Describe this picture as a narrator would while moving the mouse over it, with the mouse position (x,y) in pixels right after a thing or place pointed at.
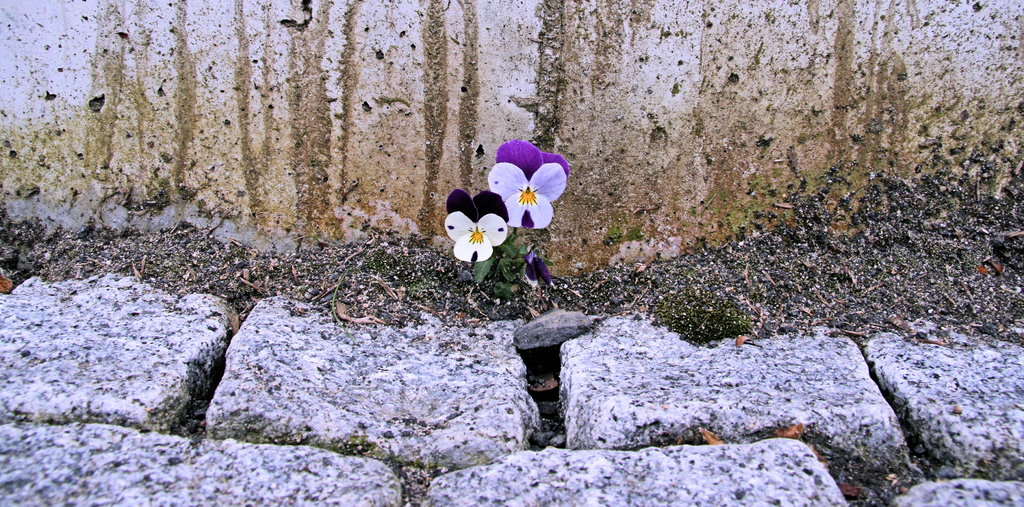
This picture shows couple of flowers (496,219) on the ground (643,303). Flowers (511,190) are white and violet in color and we see stones (343,496) and a wall (777,115).
